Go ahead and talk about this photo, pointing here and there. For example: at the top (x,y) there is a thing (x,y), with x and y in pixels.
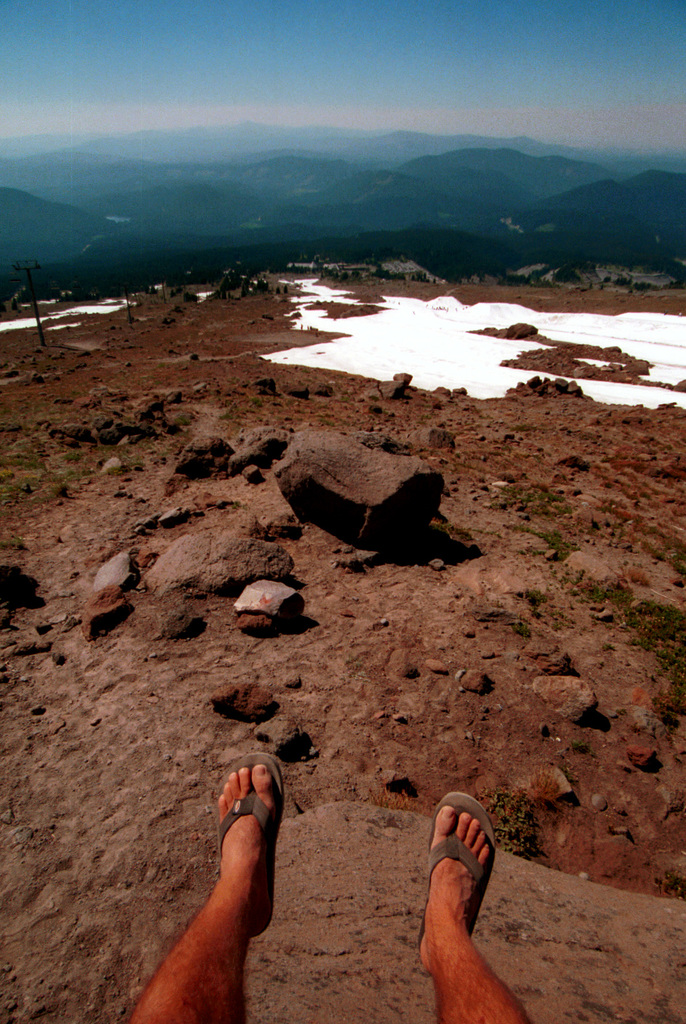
Bottom of the image (451,805) we can see some legs (188,1007). Behind the legs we can see some stones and hills (517,225). In the middle of the image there are some hills (41,155). Top of the image (252,107) there are some clouds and sky (661,143).
